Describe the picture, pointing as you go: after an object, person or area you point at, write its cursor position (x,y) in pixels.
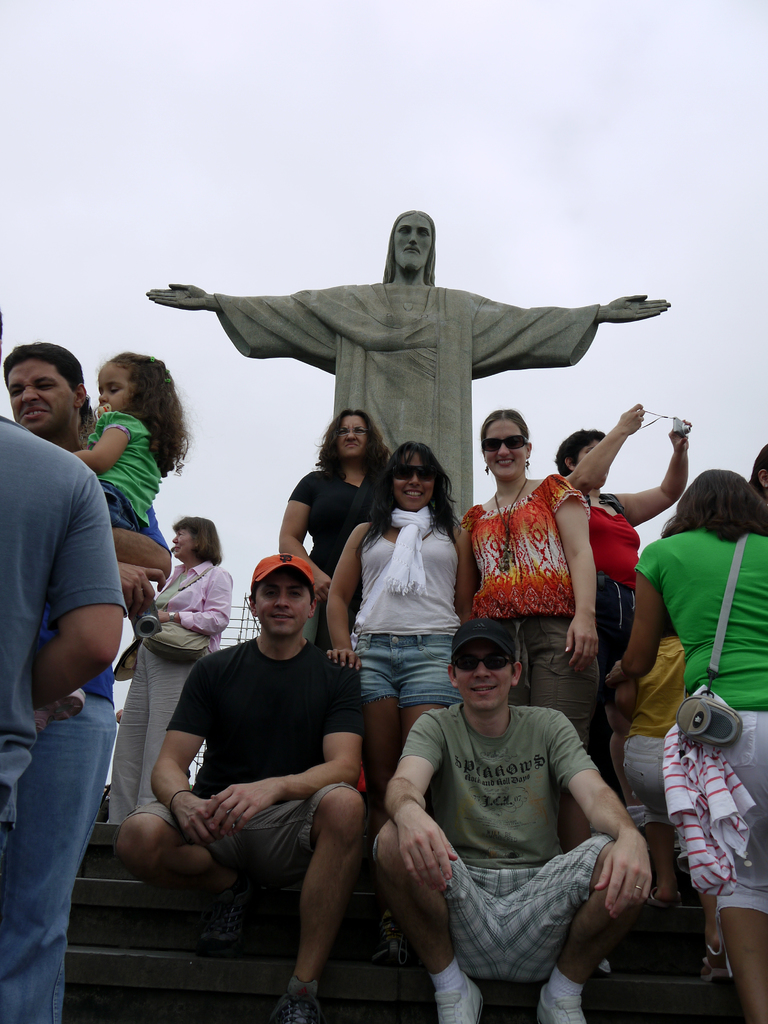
In the image there is a Jesus statue (370,317) and a group of people (173,615) were gathered in front of the statue (402,301) and some of them were posing for the photo.
